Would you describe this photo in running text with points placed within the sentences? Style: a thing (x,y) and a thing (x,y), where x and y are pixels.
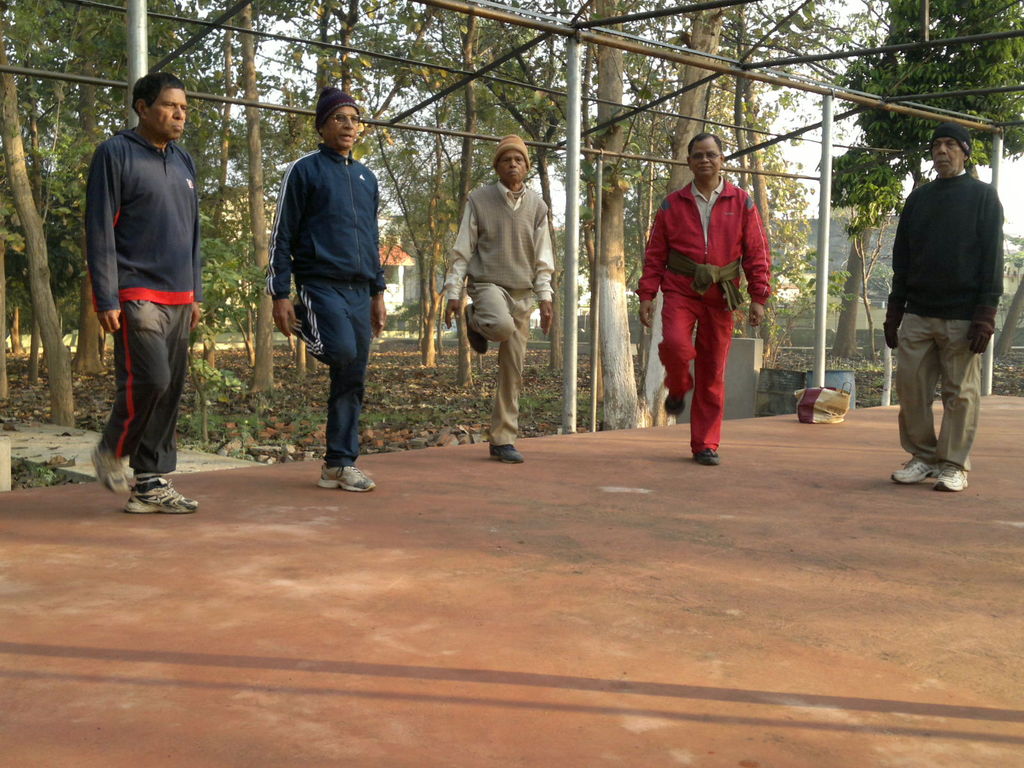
In this image there are five persons (159,295) standing on the path (642,446), and at the background (1021,340) there are iron rods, plants (225,395), grass (218,407), trees (652,150), buildings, sky (663,167).
